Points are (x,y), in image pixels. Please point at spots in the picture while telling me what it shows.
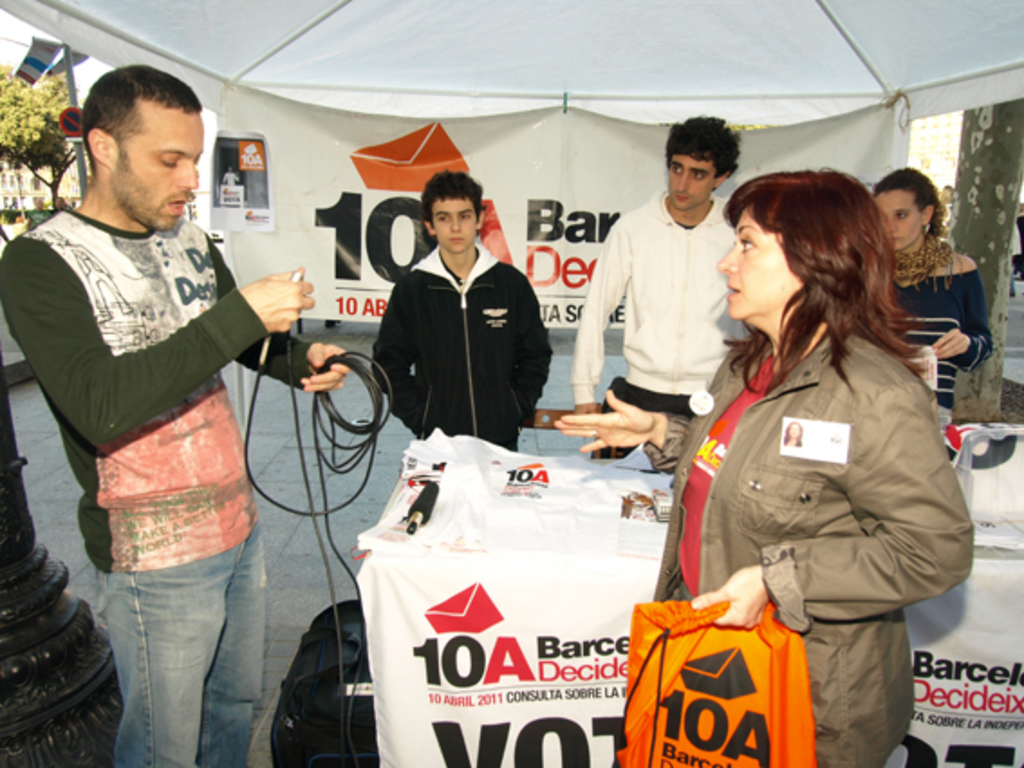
In this image on the right (807,299) there is a woman (804,377), she wears a jacket (820,466), t shirt (707,448), she is holding a bag (702,687). On the left (200,308) there is a man (179,334), he wears a t shirt (189,475), trouser (212,565), he is holding cables (261,373). In the middle (641,372) there is a man (679,270), he wears a t shirt (686,301), trouser (630,396) and there is a boy (470,284), he wears a jacket (478,331). On the right (930,303) there is a woman (930,297), she wears a dress (933,290). In the middle (547,503) there is a table (999,515) on that there is a mic (423,515) and cloth (536,591). In the background (286,560) there is a tent (557,33), floor (289,576) and bag (335,638).
